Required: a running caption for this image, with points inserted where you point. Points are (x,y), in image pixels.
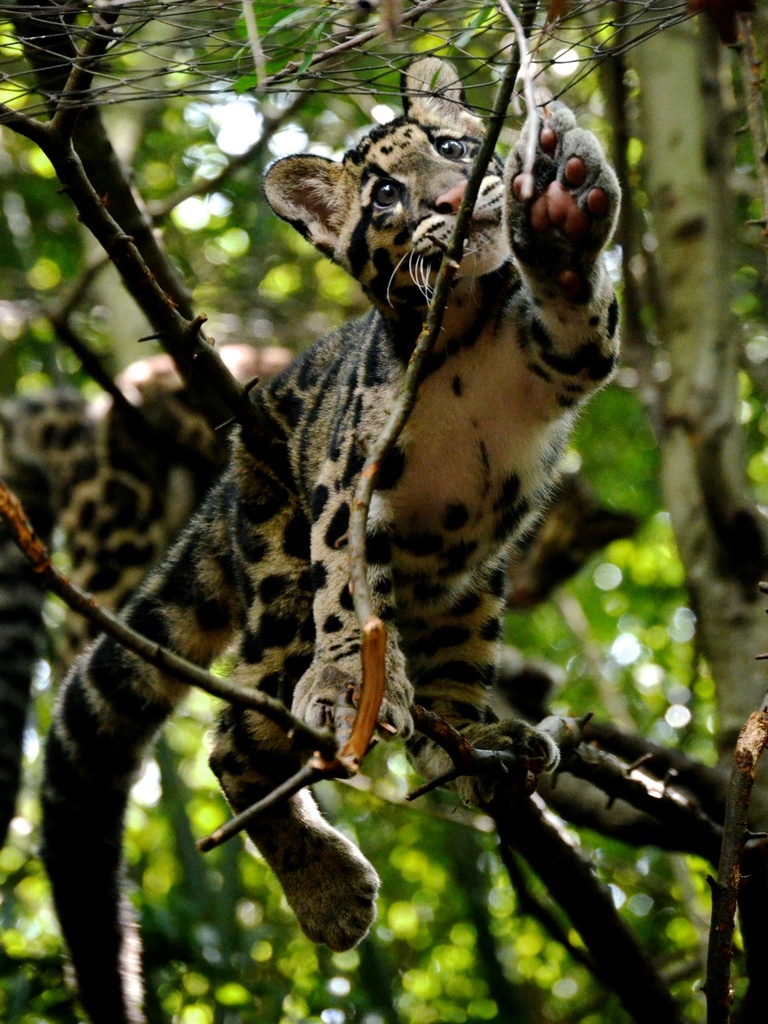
There is an animal (447,172) on the tree (499,760) presenting in this picture.
